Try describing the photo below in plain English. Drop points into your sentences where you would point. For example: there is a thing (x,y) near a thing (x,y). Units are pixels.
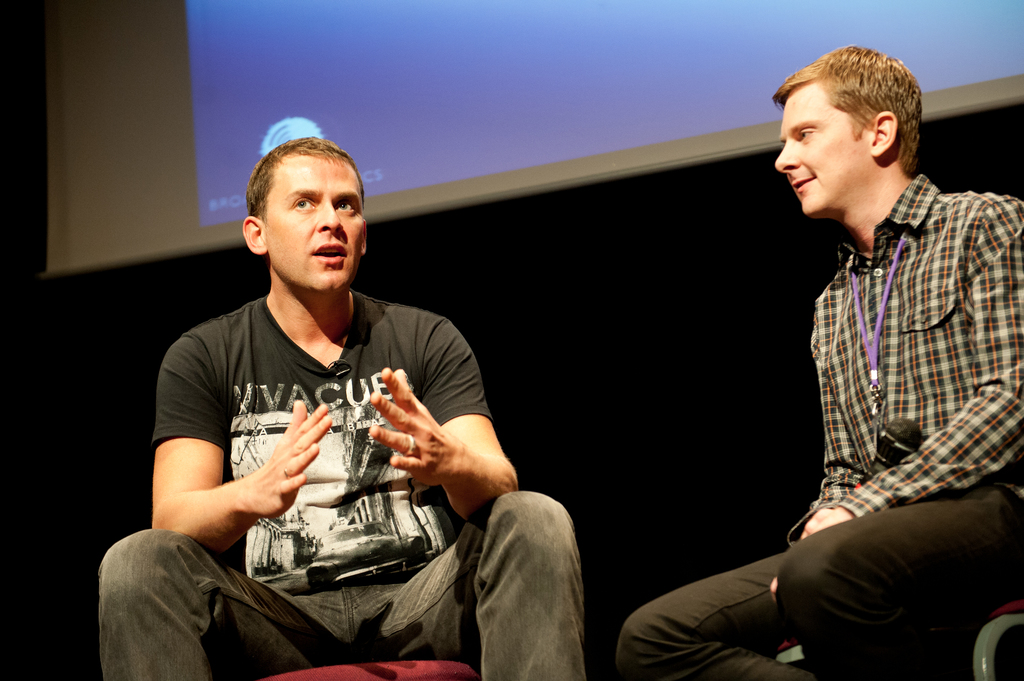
In this image we can see two persons (414,321) sitting on chairs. Behind the persons (419,336) the background (604,339) is dark. At the top (433,62) we can see a projected screen (513,92).
